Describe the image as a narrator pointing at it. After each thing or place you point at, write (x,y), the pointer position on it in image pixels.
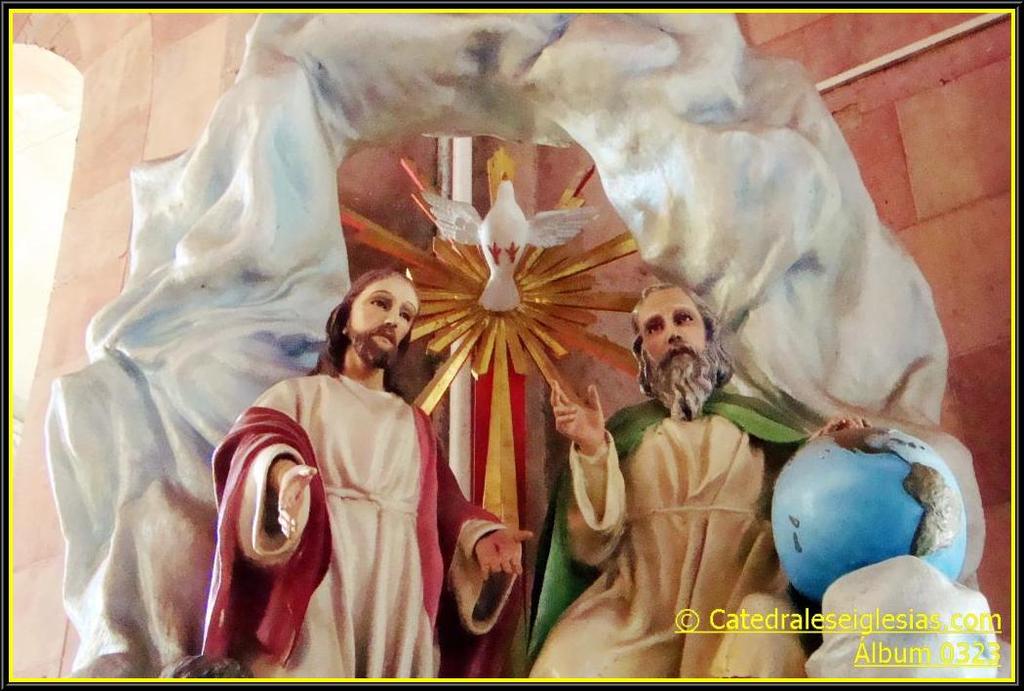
In this image we can see the statues (384,299) of the persons (579,527), bird (496,238) and the wall (167,63), at the bottom of the image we can see some text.
